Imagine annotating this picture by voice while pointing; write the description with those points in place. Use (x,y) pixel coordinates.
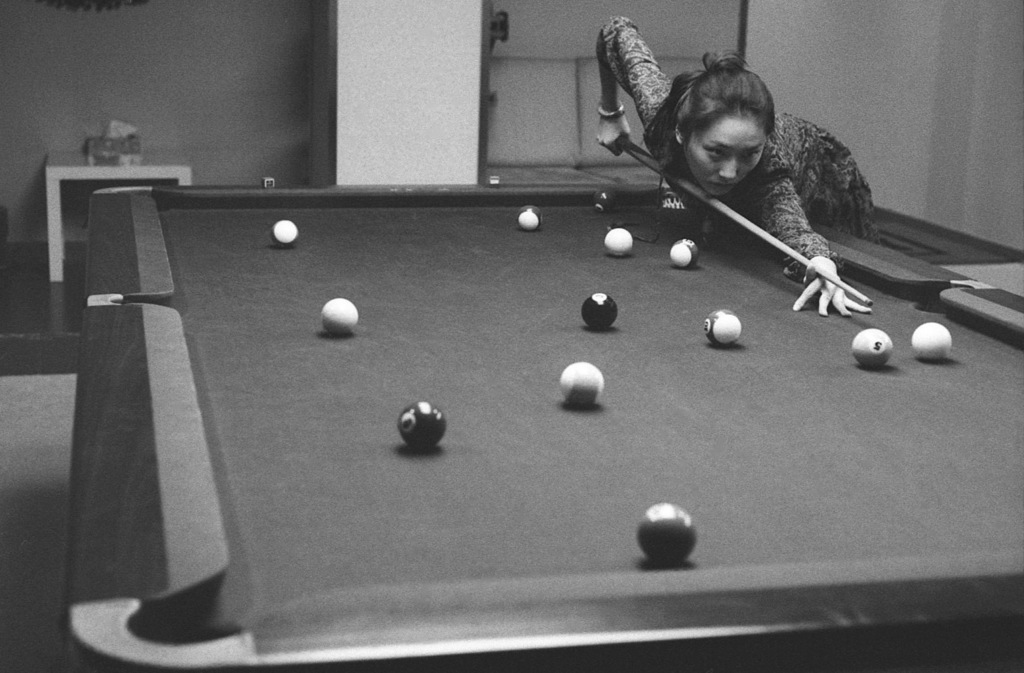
There is a snooker table (361,490) in this picture on which some balls (869,357) were there. A woman (699,167) is playing with the stick (726,211). In the background (249,82) there is a wall (189,71).
